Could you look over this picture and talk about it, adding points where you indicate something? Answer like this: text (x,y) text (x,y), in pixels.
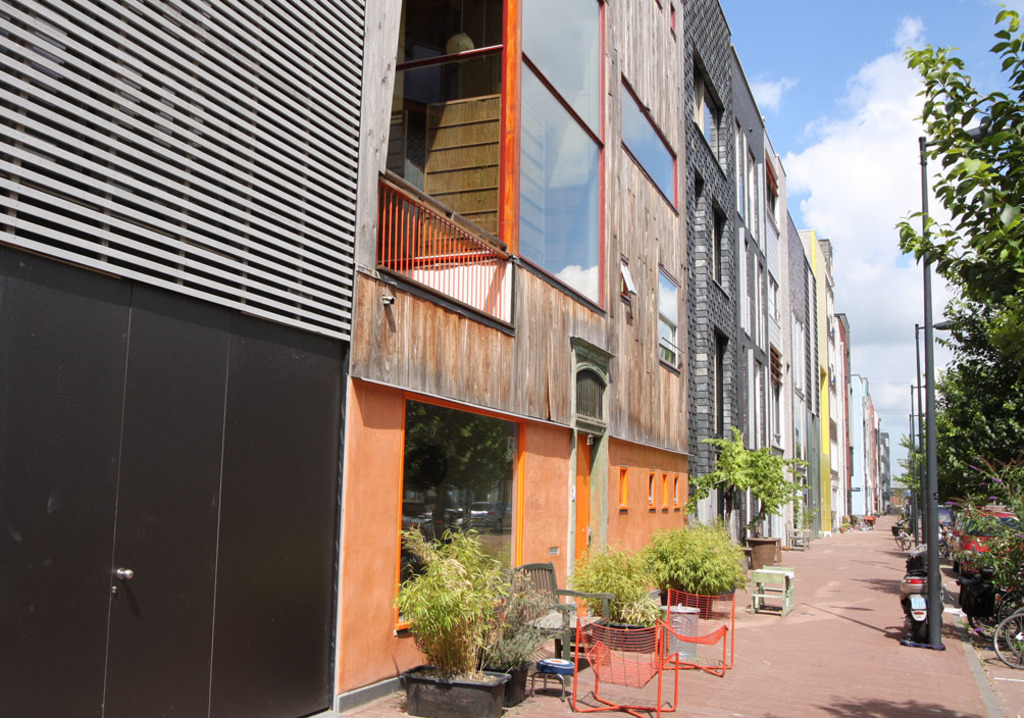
In this image I can see few vehicles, I can also see few chairs (627,648) in orange and gray color, plants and trees (963,339) in green color, buildings (490,322) in cream, gray, brown and yellow color and the sky (786,95) is in blue and white color.
